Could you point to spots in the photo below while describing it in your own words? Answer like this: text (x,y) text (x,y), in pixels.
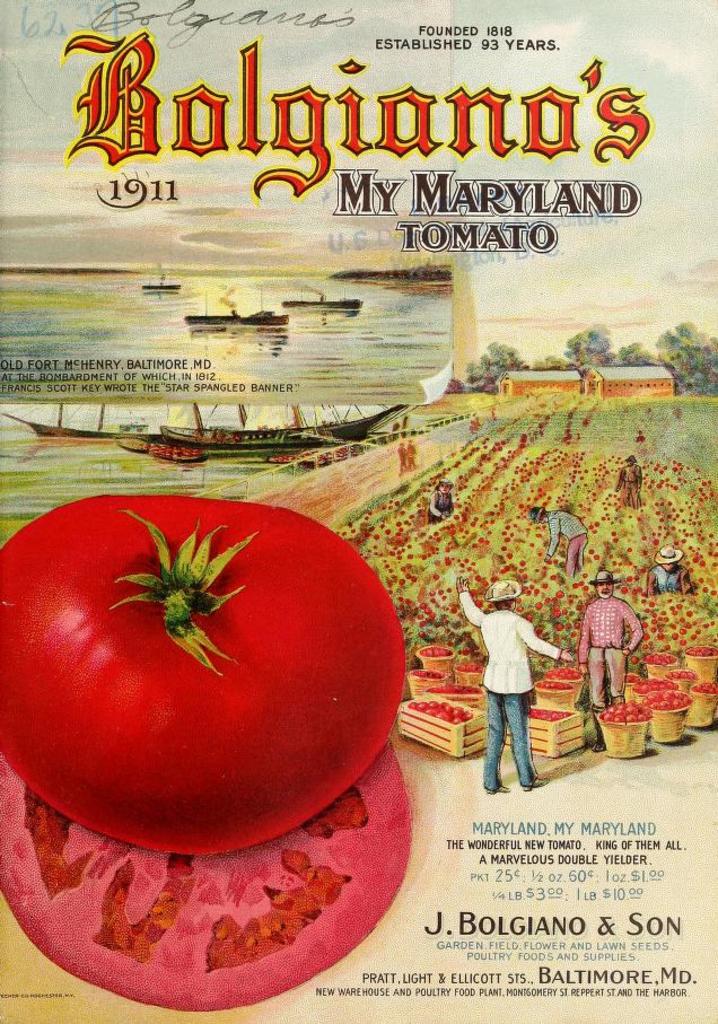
In this image there is a poster (366,839) on that poster (422,450) there is text (471,834) and there is a tomato (252,730), farm (632,529) and there are people (598,621).
